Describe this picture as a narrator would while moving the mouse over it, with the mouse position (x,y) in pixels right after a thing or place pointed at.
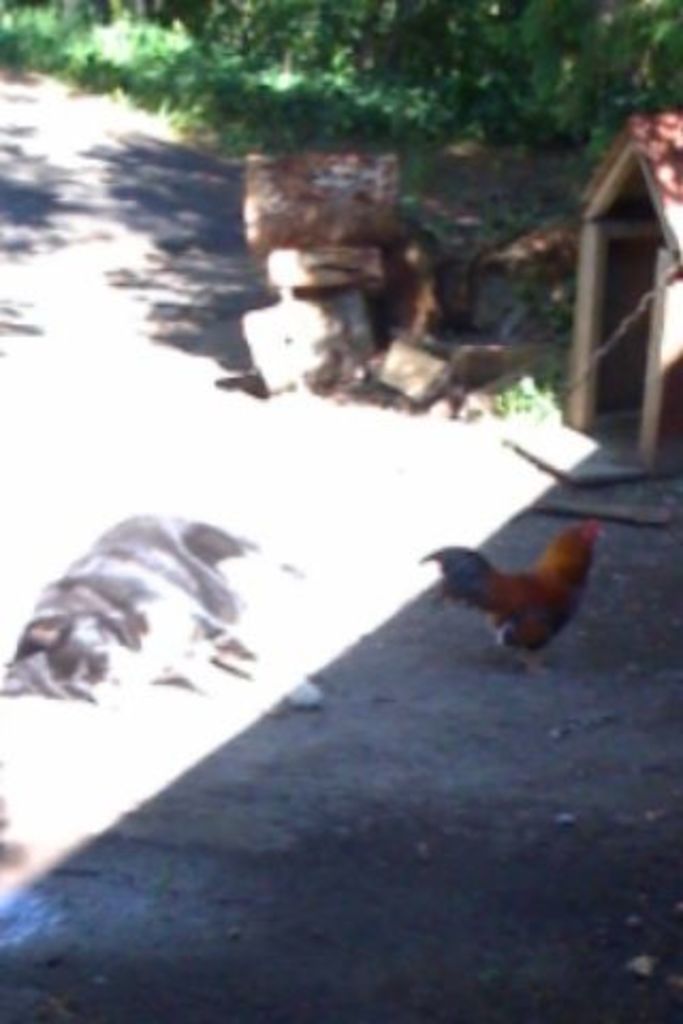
In this picture we can see a dog (87,660), cock (519,576) on the ground (354,569) and in the background (512,341) we can see a shed (637,268), plants (178,86) and some objects (381,230).
